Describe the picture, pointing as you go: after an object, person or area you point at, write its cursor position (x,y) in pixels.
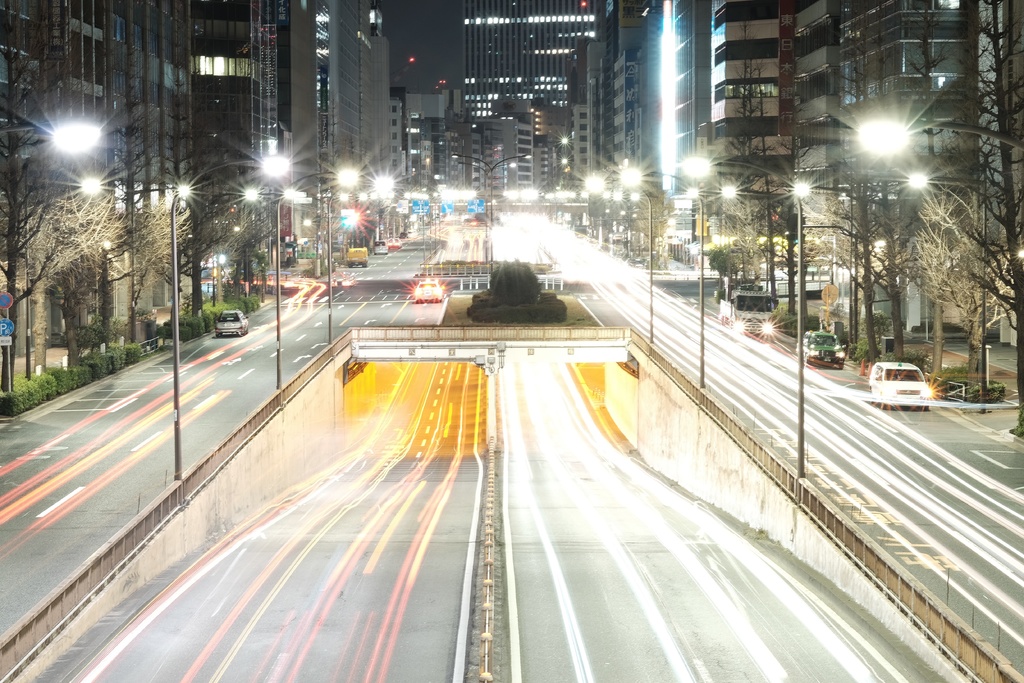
In this image we can see buildings (249,115) with windows (572,32), light poles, trees (43,319) and we can also see some vehicles (228,328) on the road (515,443).
